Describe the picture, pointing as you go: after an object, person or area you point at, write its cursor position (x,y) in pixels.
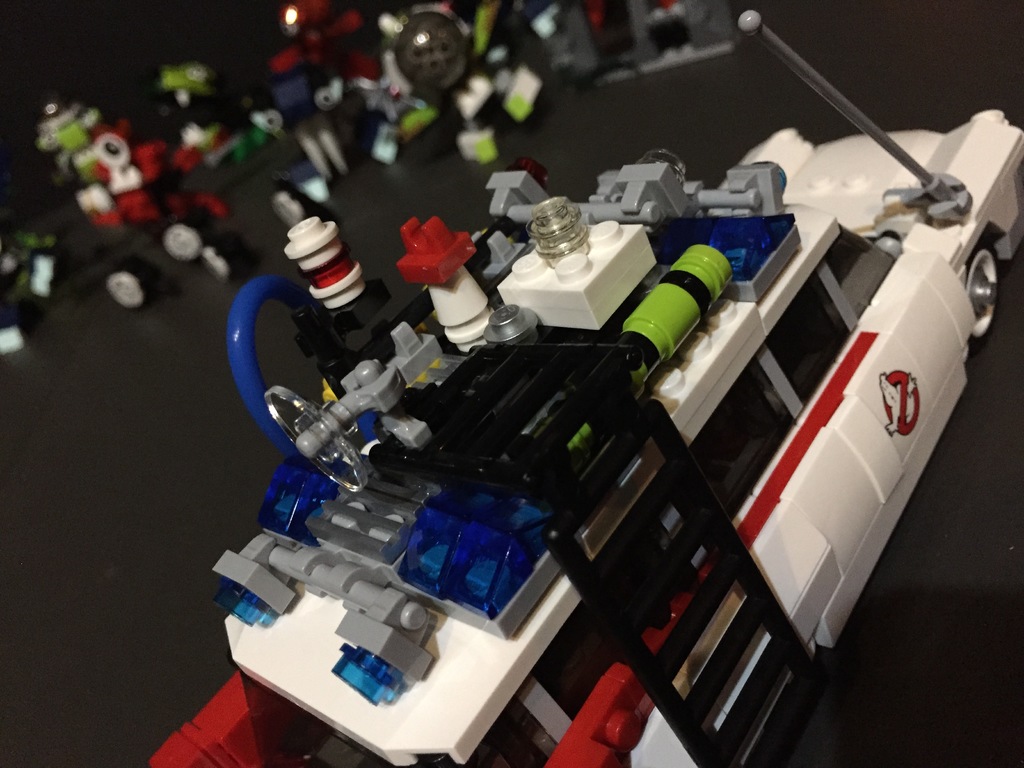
In the image there is a lego car (648,375) and lego toys (391,142) in the behind.
